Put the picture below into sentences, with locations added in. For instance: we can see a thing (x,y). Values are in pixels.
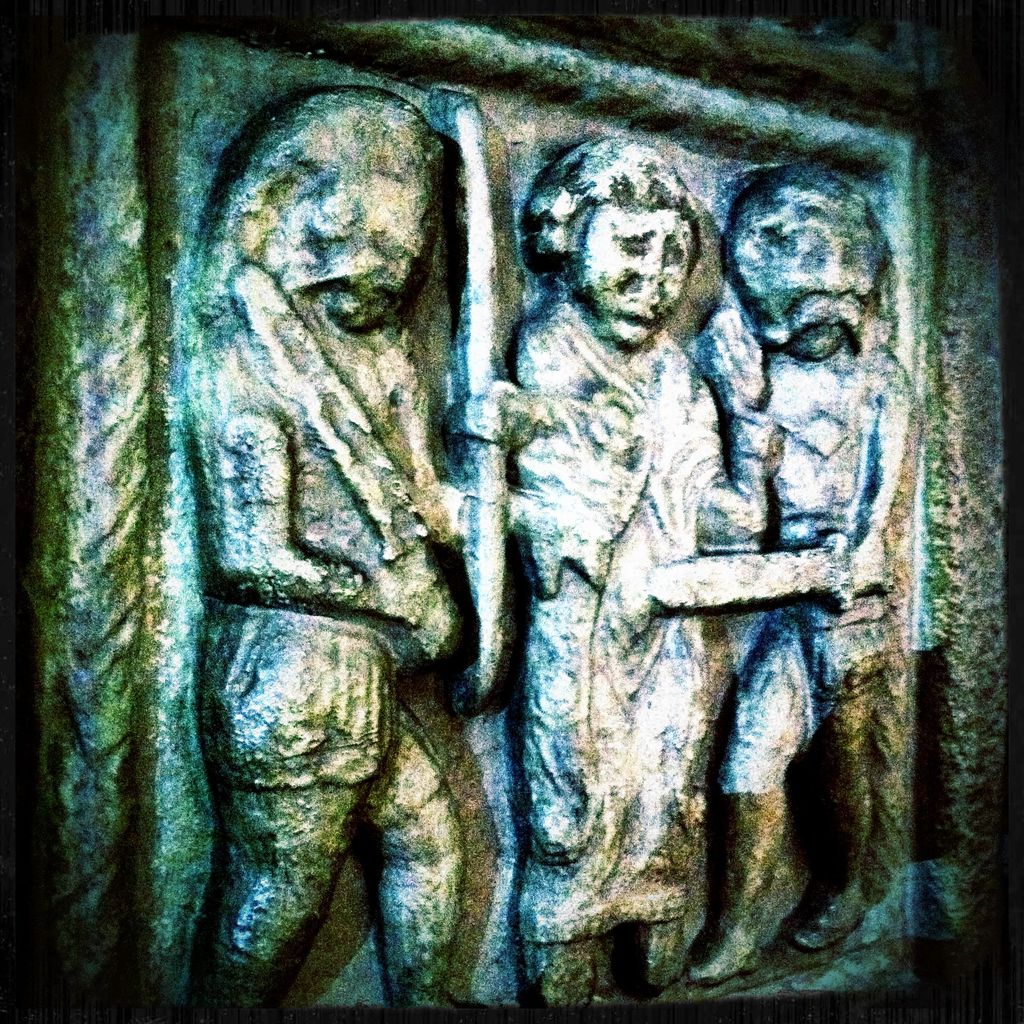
In this image we can see sculptures (530,388) on the wall (432,52).
